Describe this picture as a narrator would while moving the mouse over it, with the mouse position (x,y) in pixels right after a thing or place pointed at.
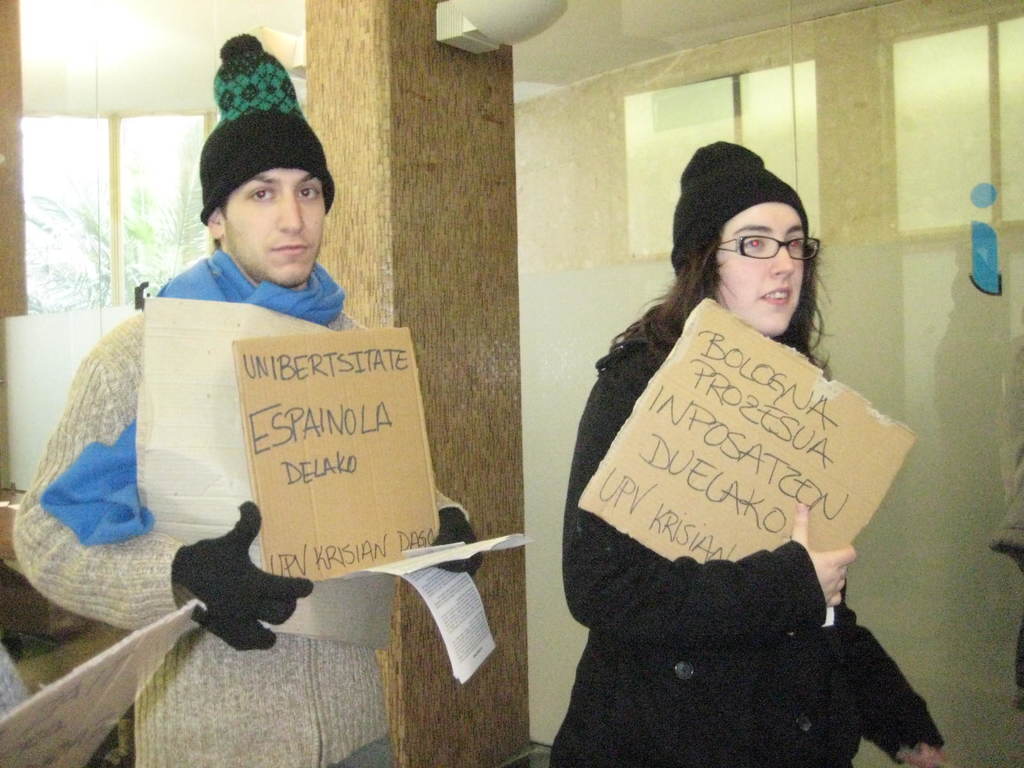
In the center of the image (642,375) we can see man (246,180) and woman (648,321) standing and holding boards (346,499). In the background (471,132) we can see pillar (417,75), tree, window (147,168) and wall (59,368).
